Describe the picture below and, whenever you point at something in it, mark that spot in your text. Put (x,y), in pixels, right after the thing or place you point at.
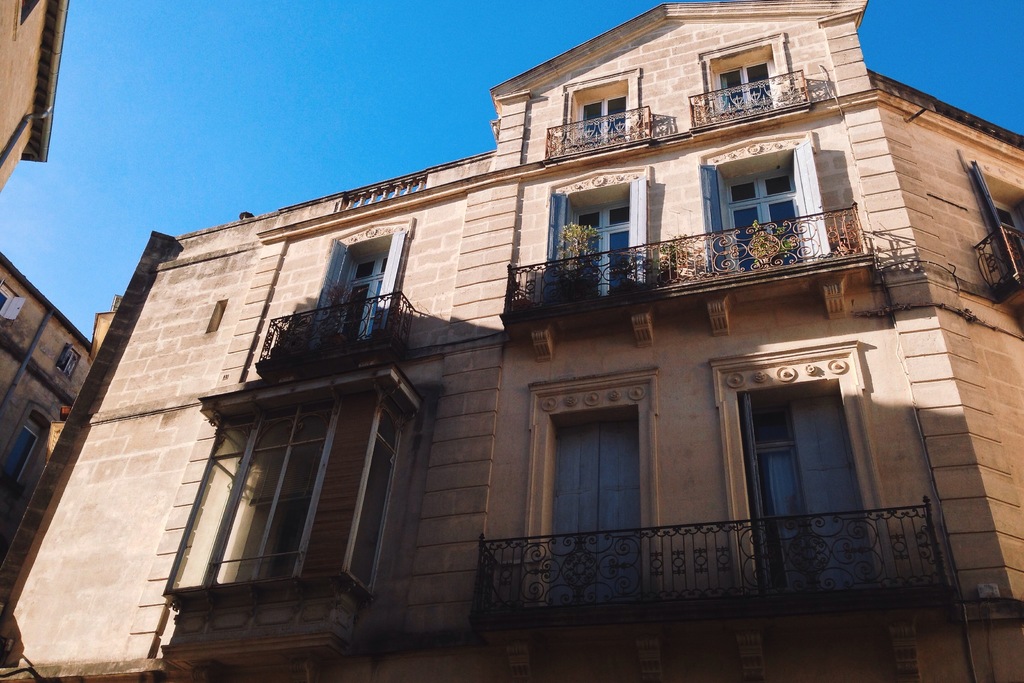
In this image I can see number of buildings (324,409), windows (362,304), few plants (577,265), shadows (575,336) and sky (324,120).
